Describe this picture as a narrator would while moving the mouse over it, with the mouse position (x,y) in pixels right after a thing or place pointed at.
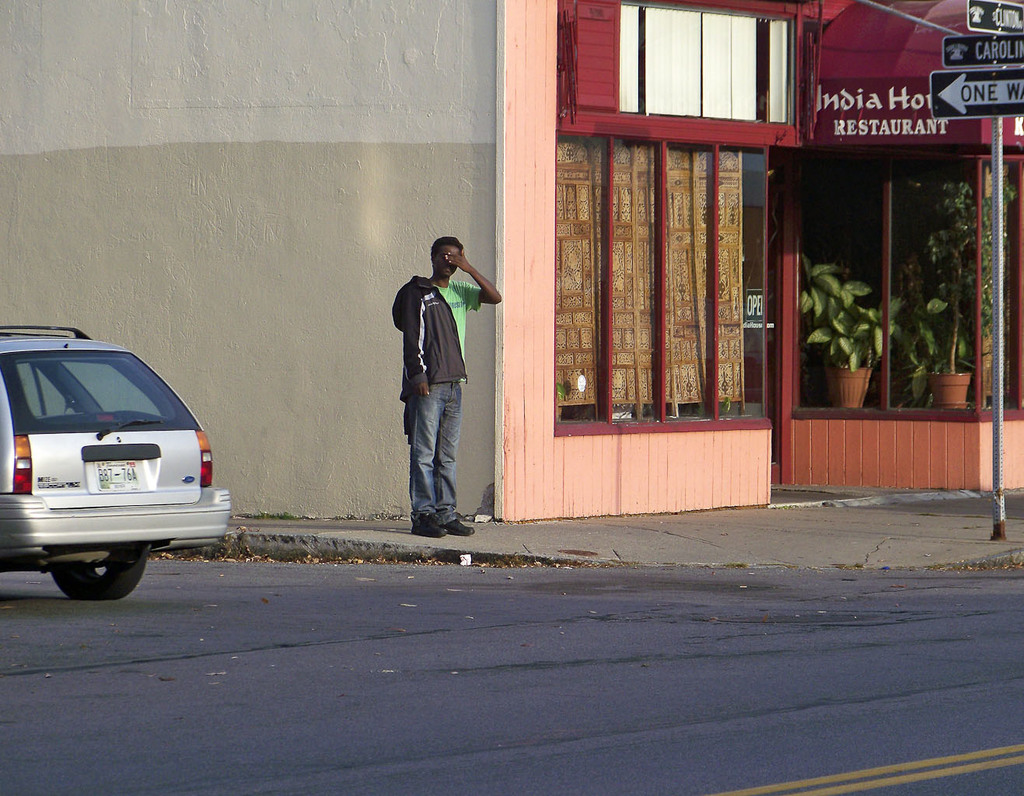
In this image I can see a person (443,268) and car (149,493) on the road (416,619). I can see a building (750,138), glass window (692,167), flower pots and boards (1009,17) and pole (1000,448). I can see a white and cream color wall (303,163).
